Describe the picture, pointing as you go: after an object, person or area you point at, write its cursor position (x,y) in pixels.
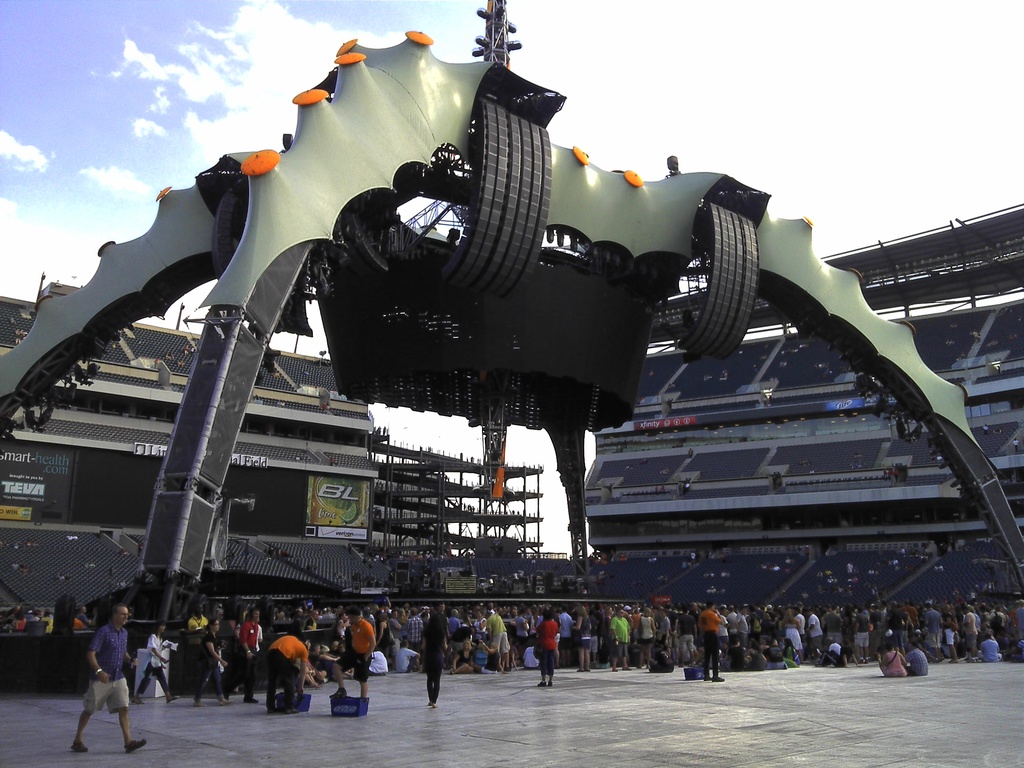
In this image in the center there are persons (487,619) standing and sitting. In the background (412,501) there are chairs (513,566), stands (293,459). On the top (427,255) there is a stand (329,269) and the sky (555,73) is cloudy.
